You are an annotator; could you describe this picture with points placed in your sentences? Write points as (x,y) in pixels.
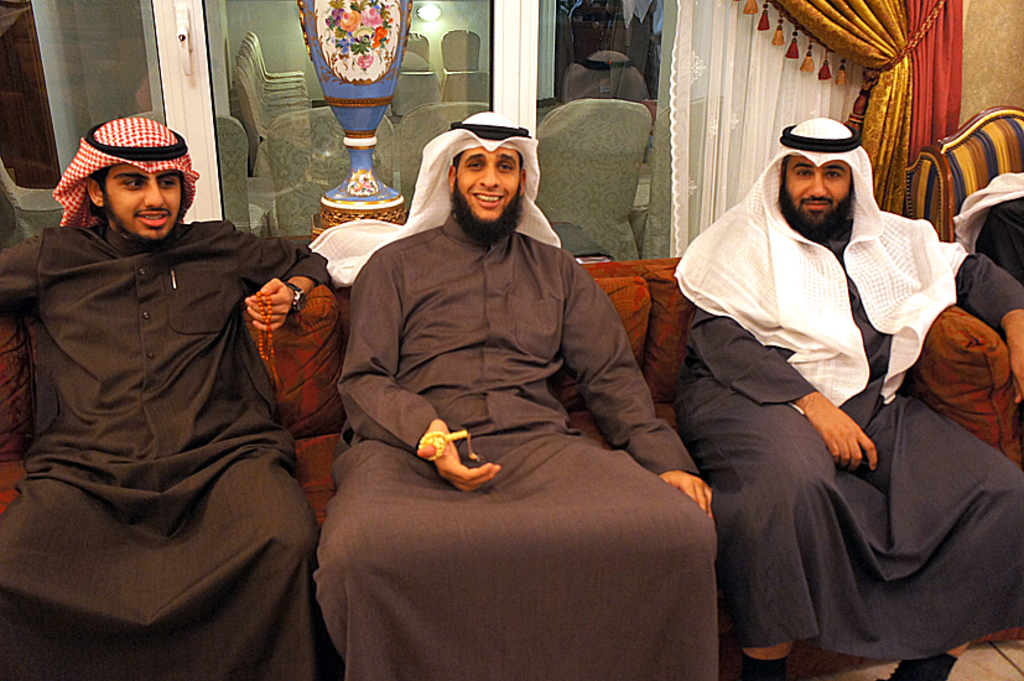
In this image there are three persons (407,406) seated on chairs (662,347) with a smile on their face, behind them there is a glass door (541,116) inside the glass door (293,60) there are chairs (402,101).
